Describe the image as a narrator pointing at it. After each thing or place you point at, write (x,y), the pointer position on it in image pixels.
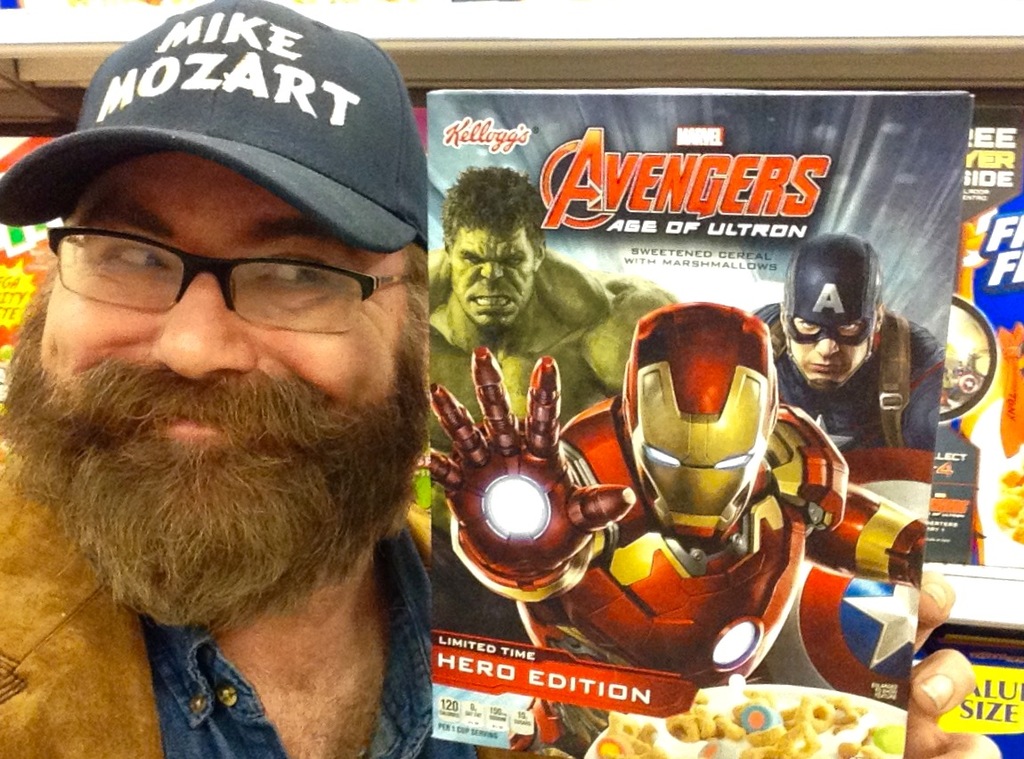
There is one person (318,415) wearing a cap (268,137) is holding a cereal box (724,464) as we can see on the left of this image (279,540).
